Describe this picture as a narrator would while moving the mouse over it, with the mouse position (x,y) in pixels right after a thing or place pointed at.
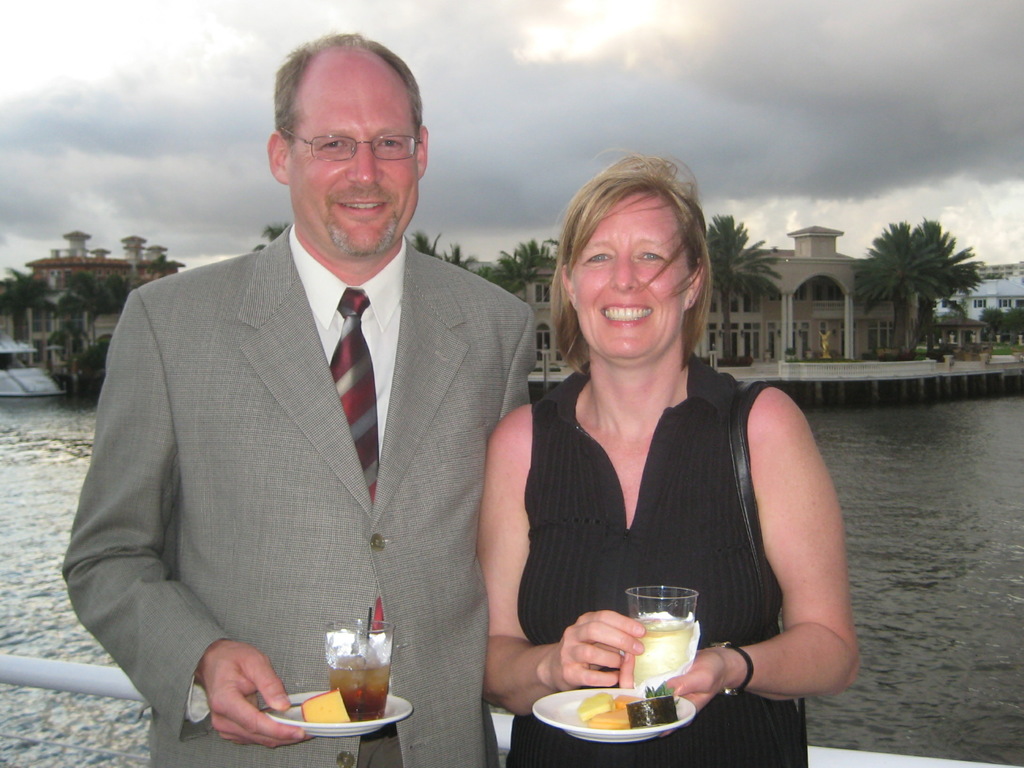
In this image, in the middle (349,509), we can see two people (340,458) man (413,388) and woman (644,440) are standing and holding a plate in their hand (252,691). In the background (24,664), we can see a metal rod (947,759), trees (890,299), building (867,316), pillar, window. At the top (756,90), we can see a sky (738,63) which is cloudy, at the bottom (886,553), we can see water (928,591) in a lake (929,532).
